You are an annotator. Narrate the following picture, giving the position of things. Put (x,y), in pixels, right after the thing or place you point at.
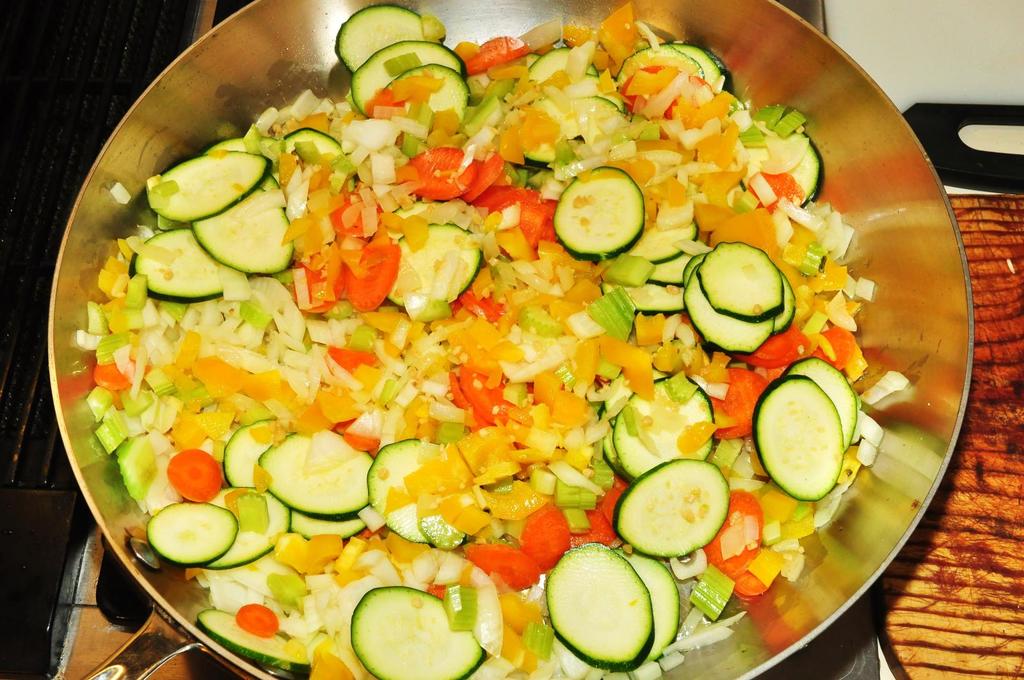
In this image there are vegetable slices (279,248) in a bowl (95,281), and there is a chop board (961,486).
